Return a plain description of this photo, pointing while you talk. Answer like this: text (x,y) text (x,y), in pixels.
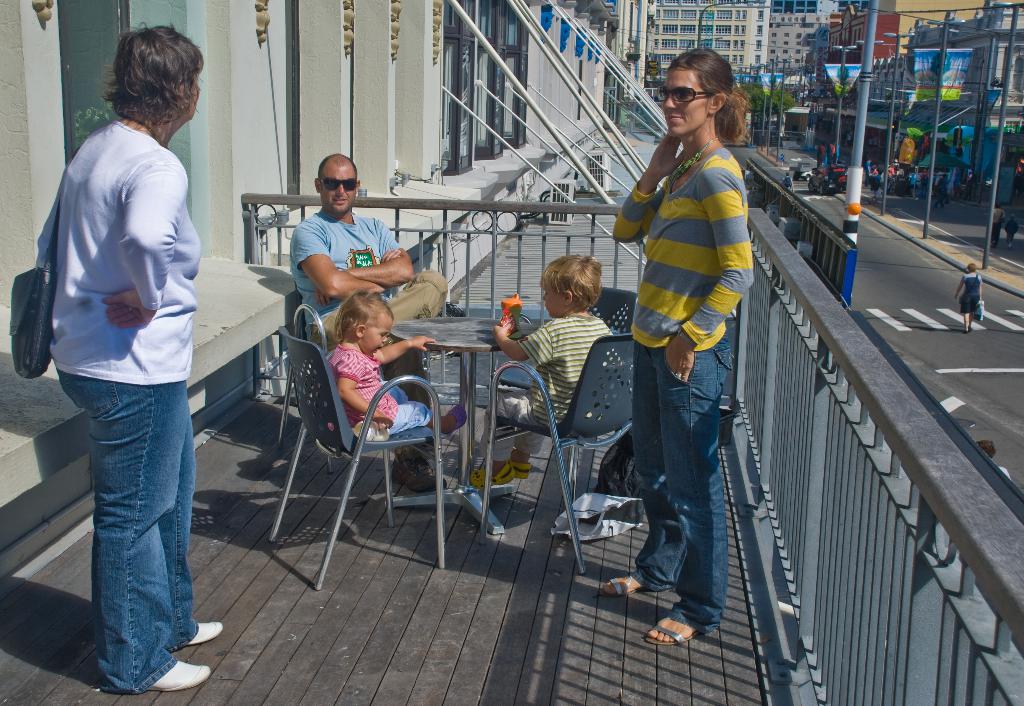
The image is outside of the city. In the image on right side (703,182) and left side (156,296) there are two persons (193,260) standing in middle (401,385) there are two kids (412,426) and a man (375,229) sitting on chair (393,384) in front of a table (462,374). In background (251,138) we can see some buildings (715,38), street lights (856,187) and group of people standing and walking at bottom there is a road (917,343) which is in black color.
